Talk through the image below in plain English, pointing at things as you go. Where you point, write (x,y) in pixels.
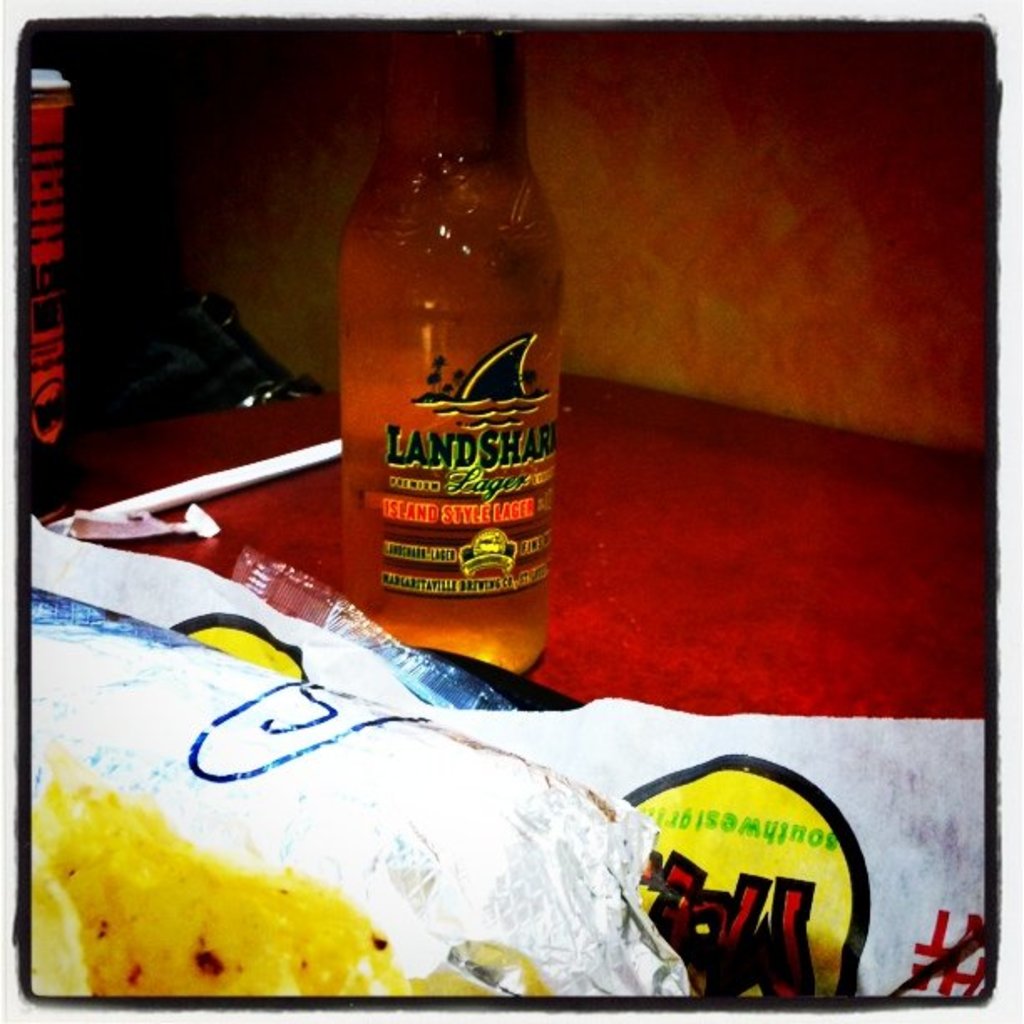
In this image i can see a bottle (546,610) which is on the table (600,587).
